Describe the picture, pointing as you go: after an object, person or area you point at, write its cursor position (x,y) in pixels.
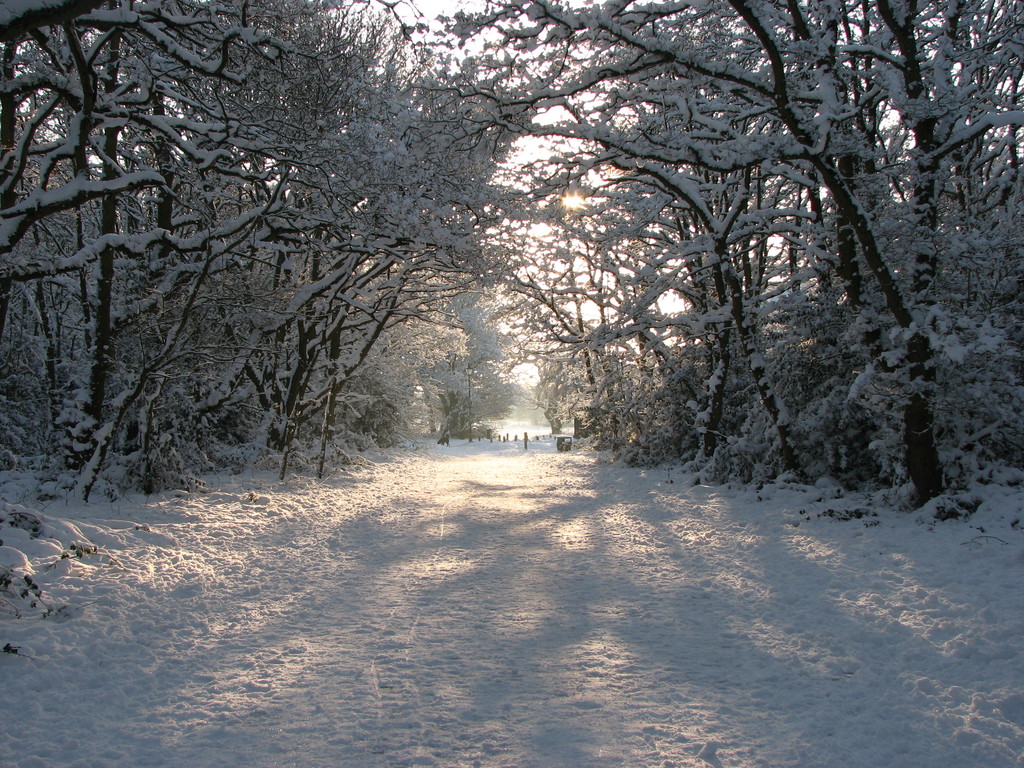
In this picture we can see the snow (383,500) and trees (365,250). Behind the trees (432,184), it looks like the sky (449,38).
